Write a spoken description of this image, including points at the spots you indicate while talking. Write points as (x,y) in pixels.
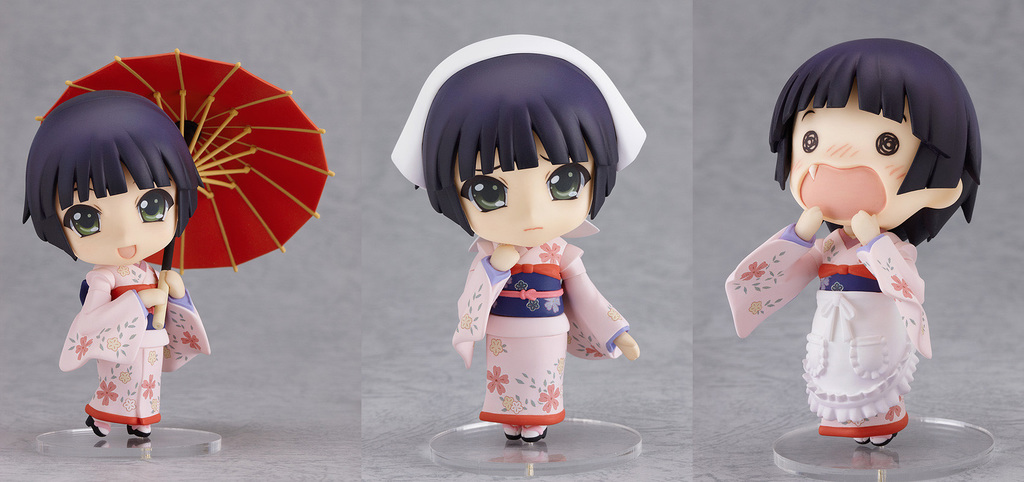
In this image I can see three toys (495,243) and these are on the ash color surface (367,271). The left toy (170,233) is holding an umbrella (205,225) and it is in red color.
